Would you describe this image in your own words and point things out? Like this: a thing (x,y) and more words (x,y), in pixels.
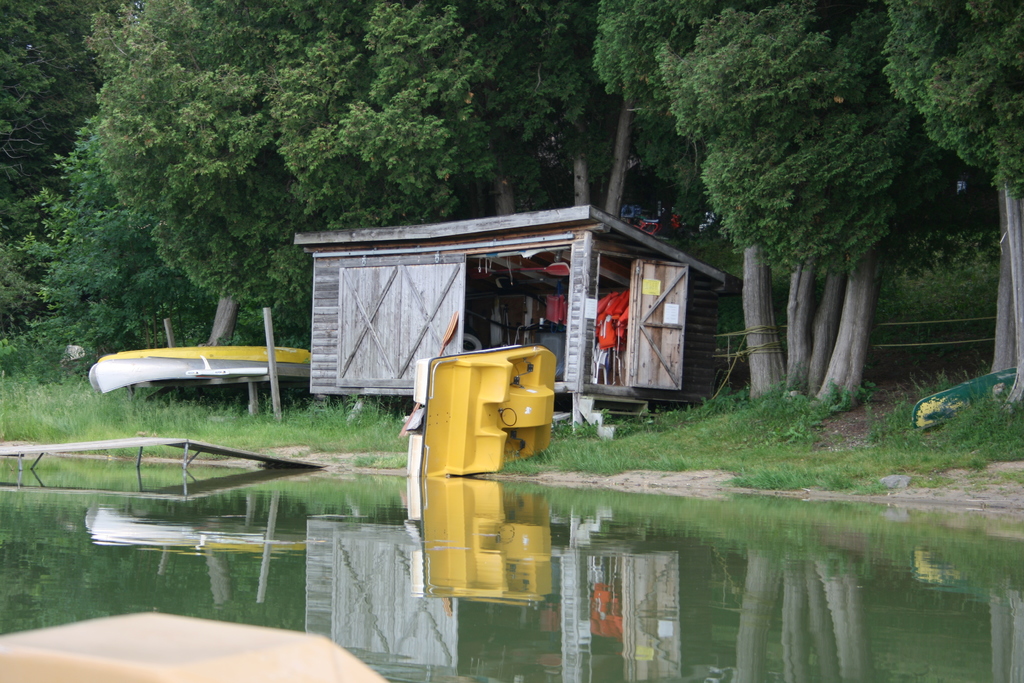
There is water (51,578), boat (500,354), a shed (607,266) in which there are few items (598,333). There are trees (205,179), fence (905,345) and other objects (70,349).
